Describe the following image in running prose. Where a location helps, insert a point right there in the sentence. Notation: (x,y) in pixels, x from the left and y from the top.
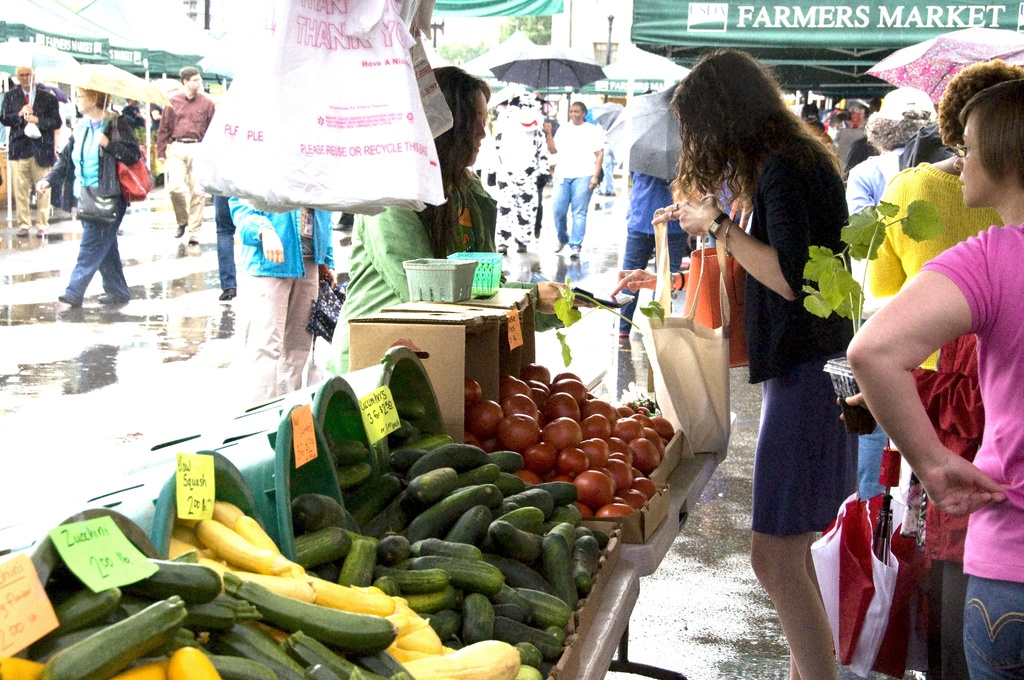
In this image I can see the group of people (557,213) with different color dresses (649,221). I can see few people (703,112) are holding bags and umbrellas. I can also see one person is holding the flower pot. In the background (563,85) I can see the shed (684,30) and the sky (626,42).
